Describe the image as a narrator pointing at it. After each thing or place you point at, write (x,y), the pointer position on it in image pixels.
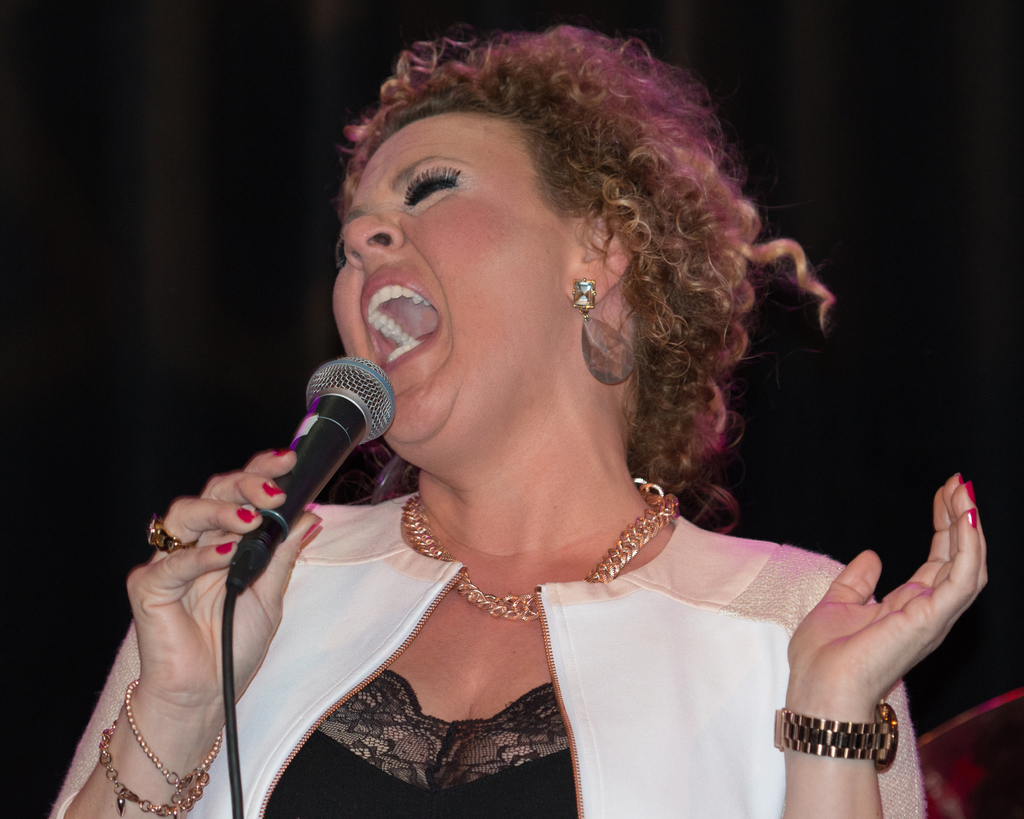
In the image there is a lady (616,598) with white jacket (630,753) and black dress (546,799). And to the her hand (182,763) there are bracelets (124,796) and a watch (844,735). She is holding a mic (233,579) in her hand (221,701). Behind her there is a black background (913,565). She kept earrings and there is a chain (649,491) around her neck (619,455).
